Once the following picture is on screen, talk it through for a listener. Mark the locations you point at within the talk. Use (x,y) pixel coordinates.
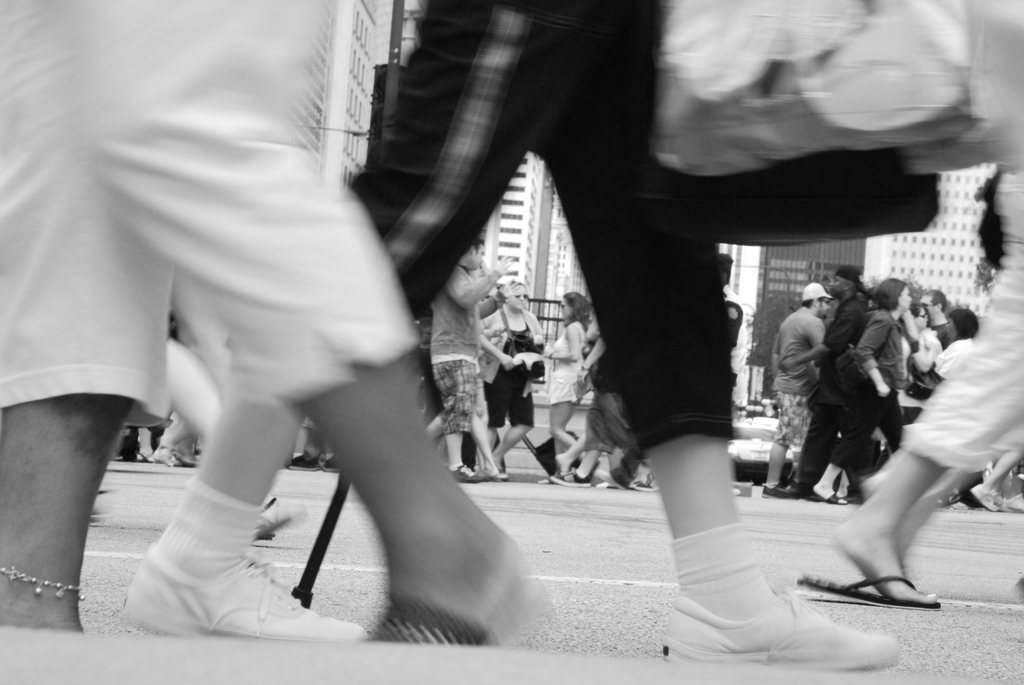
This is a black and white image in this image people (381,409) are walking on road (976,540), in the background (889,255) there are buildings (948,230).
